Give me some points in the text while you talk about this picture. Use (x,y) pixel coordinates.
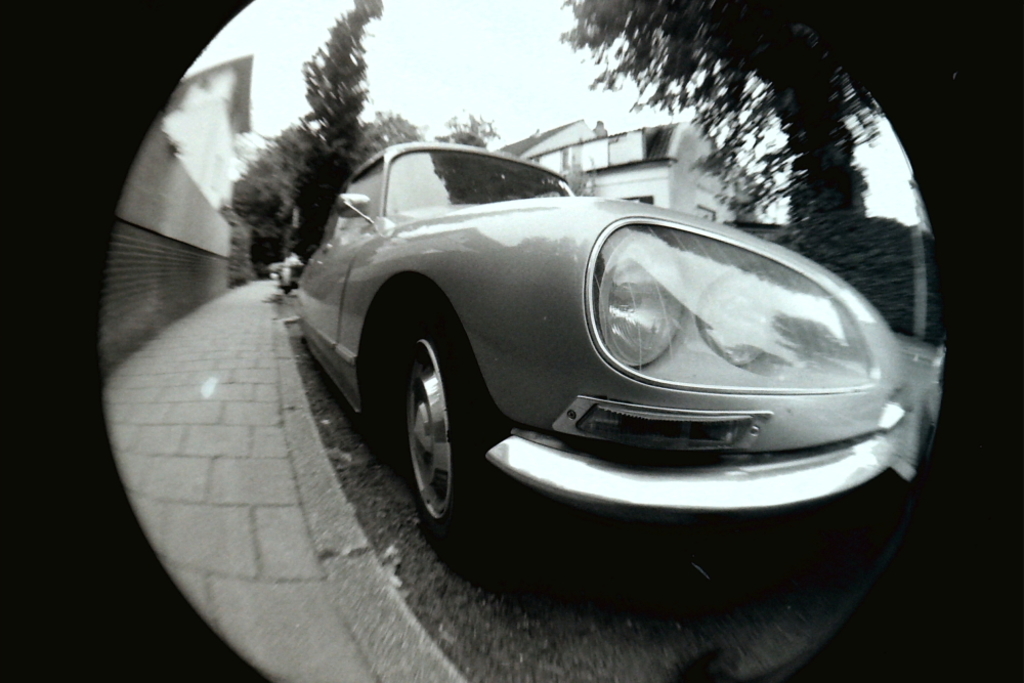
This is a black and white image. In this image we can see car (385,361) on the road (379,454). In the background (176,216) we can see trees (294,131), buildings (633,155) and sky (432,71).
